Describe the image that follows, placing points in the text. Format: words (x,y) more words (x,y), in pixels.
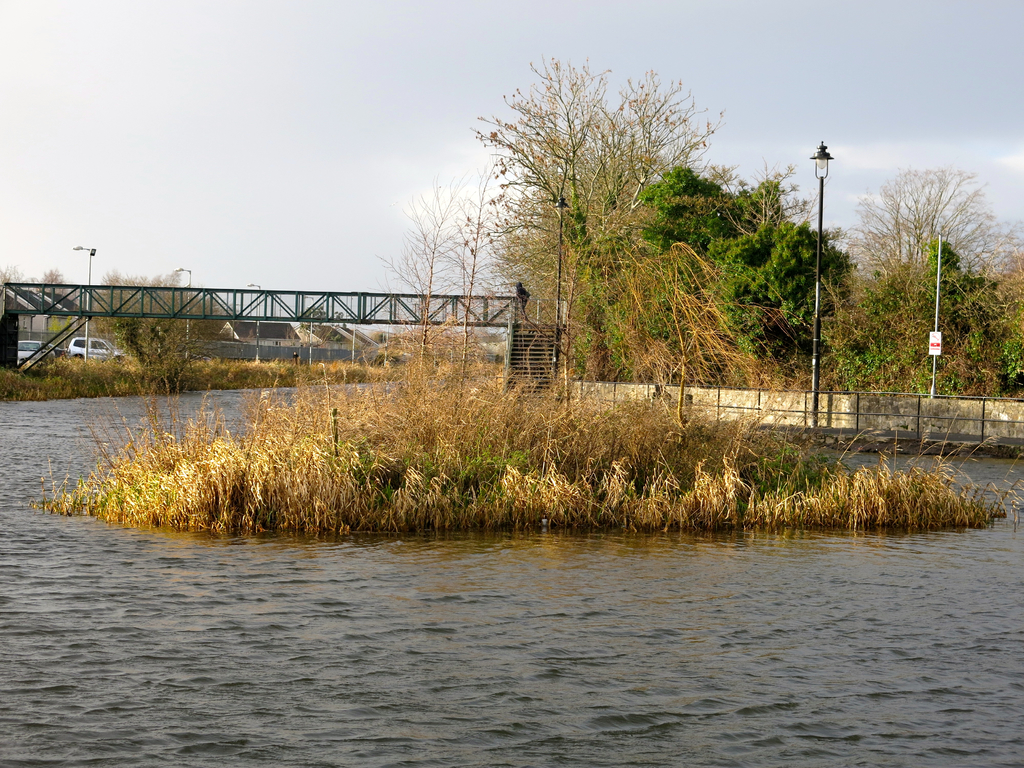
In this image there is a person (519,295) standing on the bridge (527,334). At the bottom (202,650) there is a water (714,626) and plants (461,468). At the back (291,335) there is a house (291,336) and two vehicles (80,347). At the top (218,117) there is a sky (339,122). At the right (860,324) there is a light (816,383) and trees (806,292).
